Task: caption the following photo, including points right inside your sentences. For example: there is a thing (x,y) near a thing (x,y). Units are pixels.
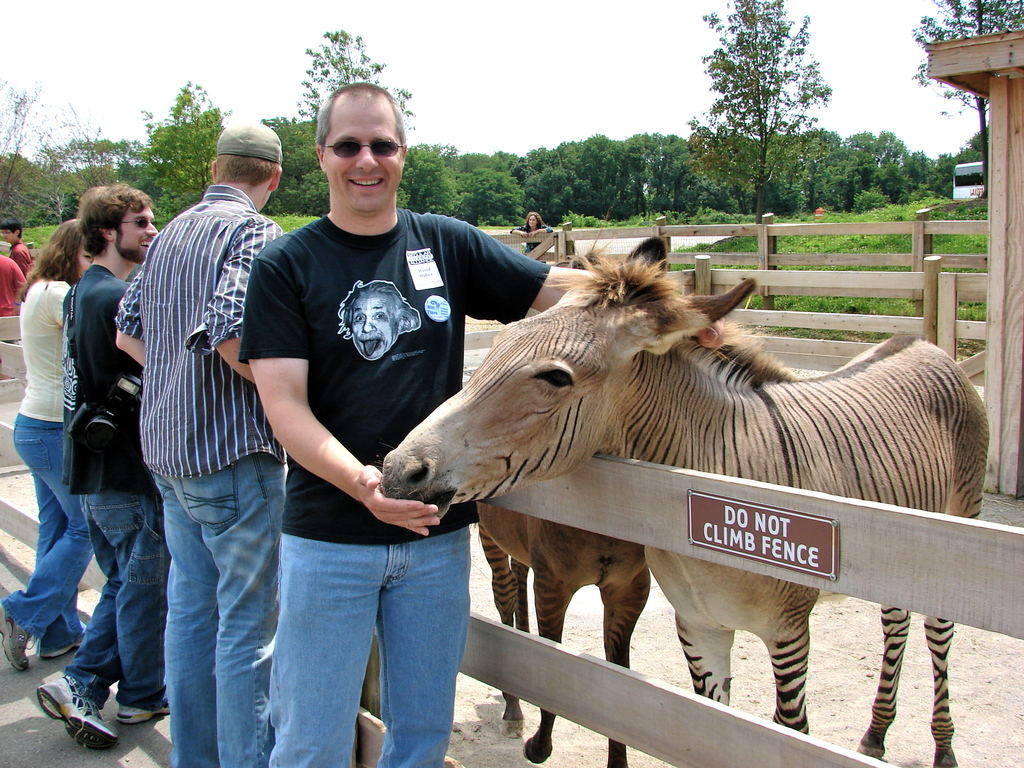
In this image in the foreground (420,399) there are four persons (90,215) visible in front of fence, behind the fence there are two animals (589,389) visible, in the middle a person (532,226) standing in front of fence (967,224), at the top (108,66) there is the sky (864,65), on the right side (961,171) there is a vehicle (976,187), on the left side (4,285) there are two persons (13,271) visible.
